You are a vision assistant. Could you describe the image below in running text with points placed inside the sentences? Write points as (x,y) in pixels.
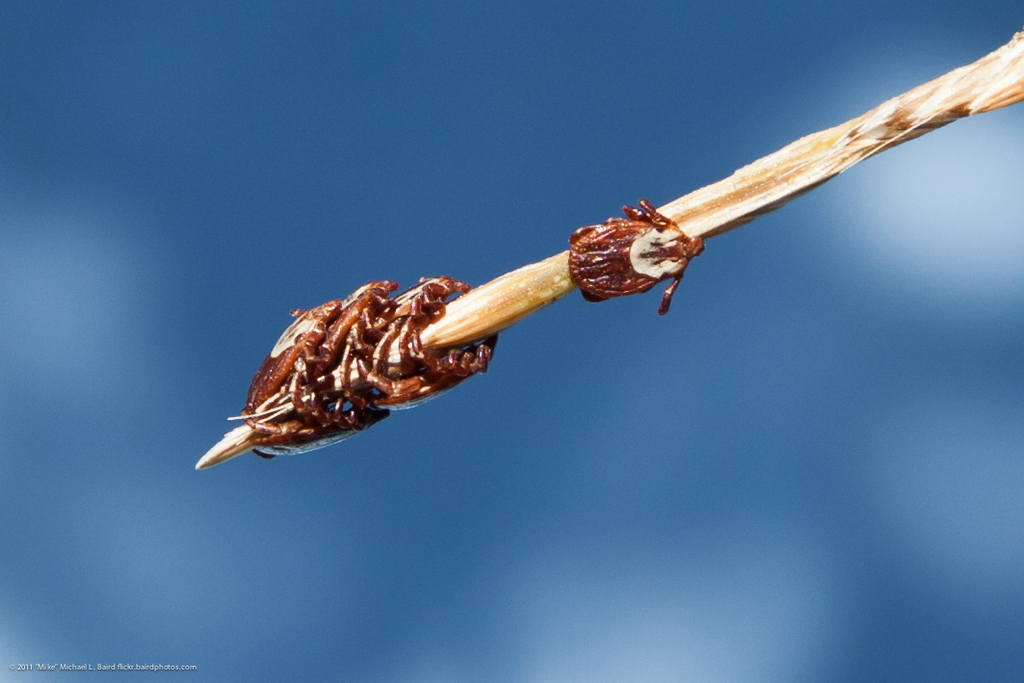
In this image there is a stick (536,299) on which there are small insects (583,289).
